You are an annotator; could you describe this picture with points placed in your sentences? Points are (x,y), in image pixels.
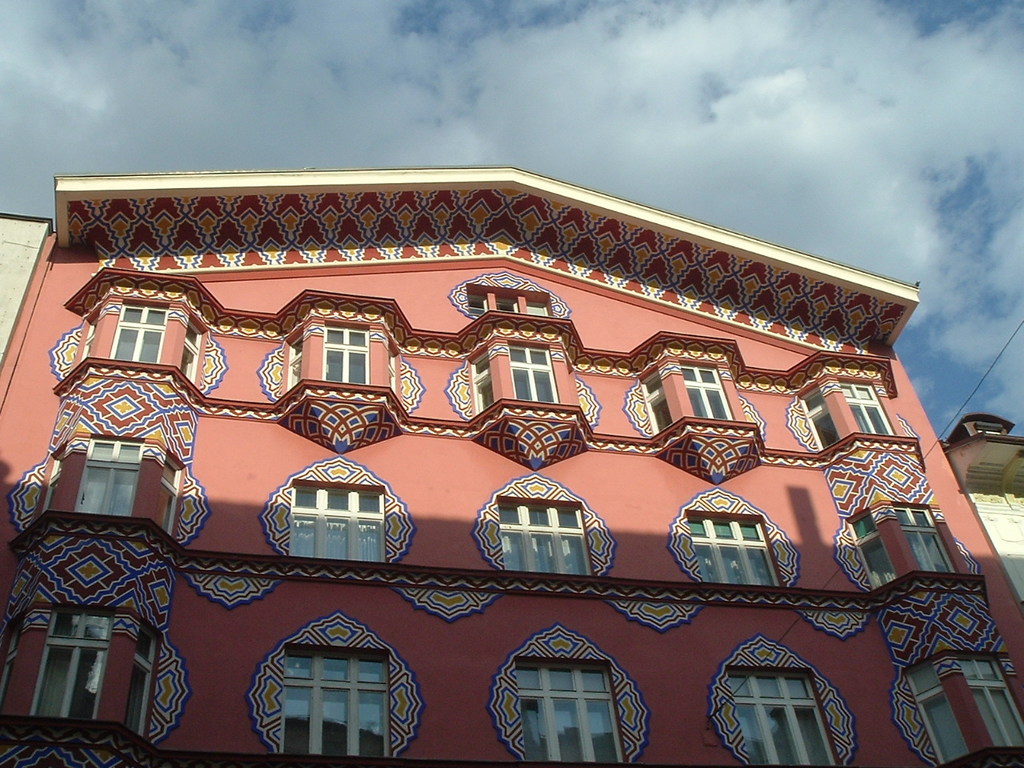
In this picture we can see a building (558,516), there is the sky (604,109) and clouds (604,109) at the top of the picture (584,85), we can see windows (564,534) of this building (268,388).
